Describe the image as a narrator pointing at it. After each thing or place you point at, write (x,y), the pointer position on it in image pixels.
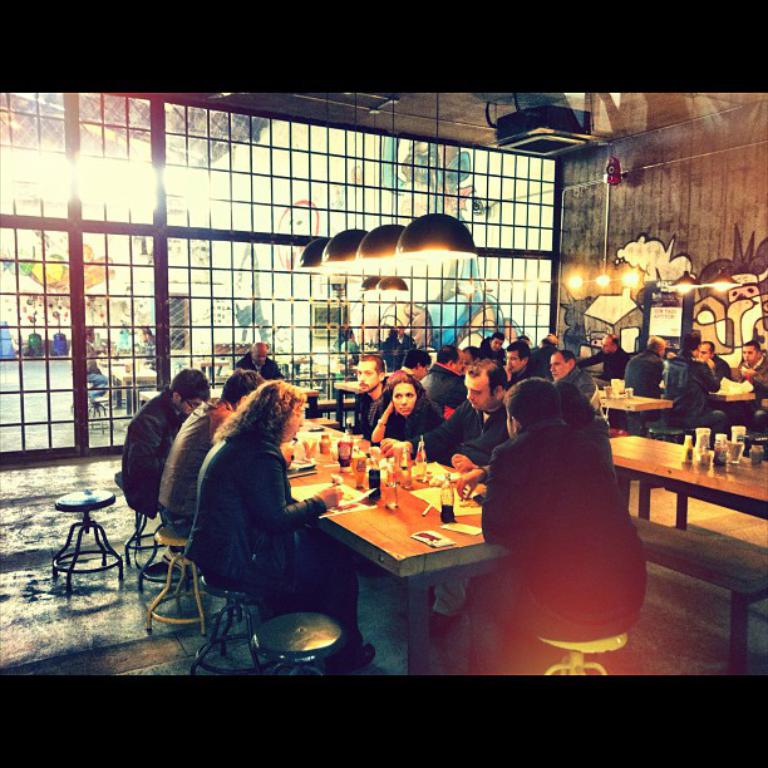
In this image, group of people (639,390) are sat on the stools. We can see so many tables (746,477), few items (743,433) are placed on it. At the right side (737,314), we can see some painting (713,264) on the wall (718,210). Left side (159,327) and the middle, we can see fencing (180,298). And the top of the image (456,232), we can see lights (395,252) and roof (409,121).
